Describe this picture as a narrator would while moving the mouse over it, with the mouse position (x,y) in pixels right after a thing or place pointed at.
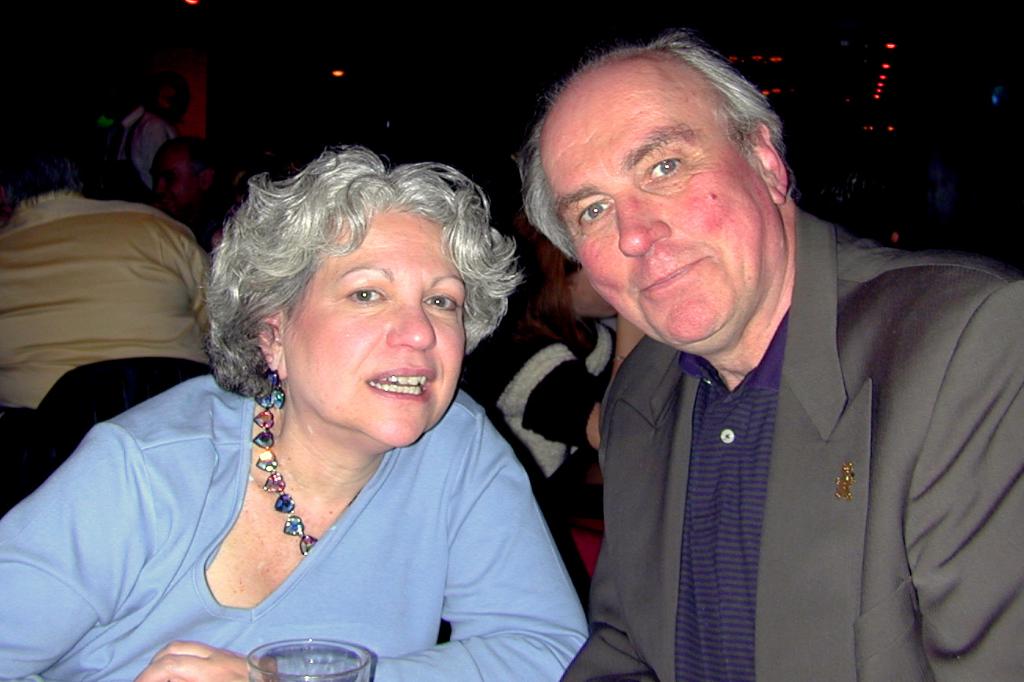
In the picture we can see a man (802,506) and a woman (17,517) sitting together, man (809,490) is in the blazer (818,381) and T-shirt (759,509) and woman (25,630) is in the blue dress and near to them there is a glass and behind them, we can see some people (16,367) are sitting near the tables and far away from them we can see some lights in the dark.
